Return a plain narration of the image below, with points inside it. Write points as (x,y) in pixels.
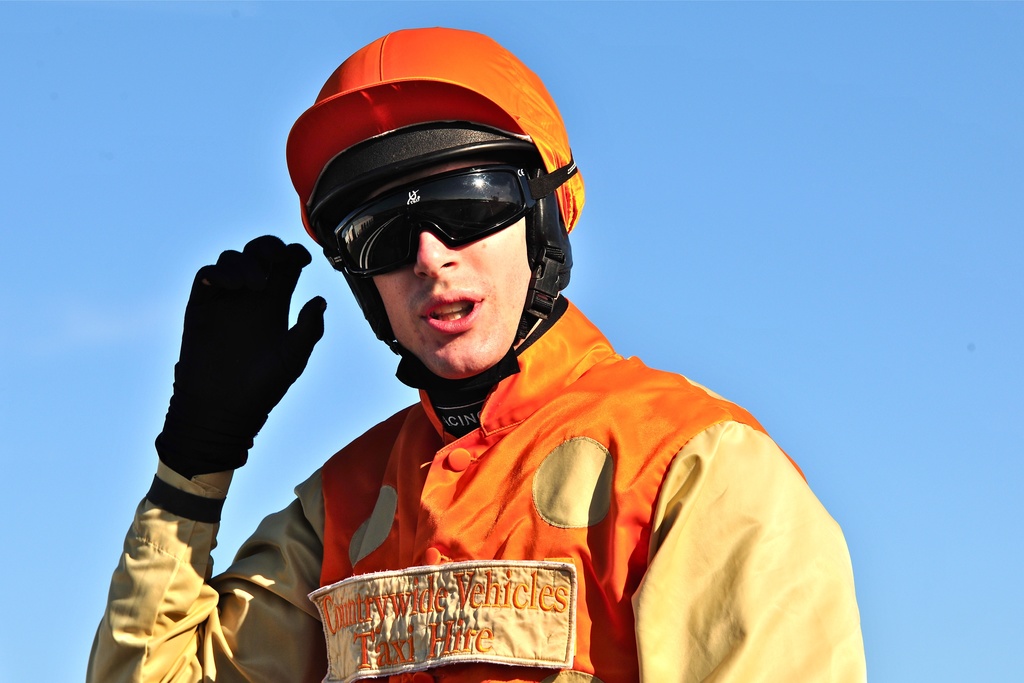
This picture shows a man (598,482). He wore a cap (476,150) on his head (456,256) and sunglasses (454,226) and he wore a glove (311,341) to his hand (311,341) and a jacket (584,512) and we see a blue sky (75,13).
